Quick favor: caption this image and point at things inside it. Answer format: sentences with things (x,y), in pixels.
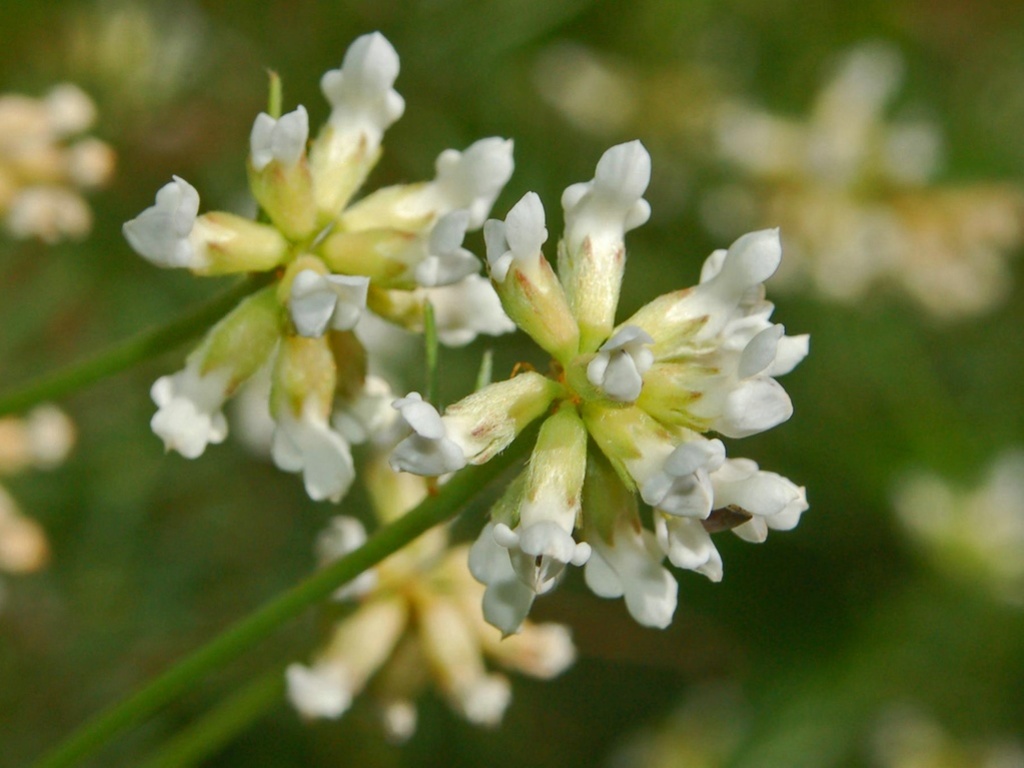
In the image we can see there are white colour flowers (318,292) on the plant (596,324).
